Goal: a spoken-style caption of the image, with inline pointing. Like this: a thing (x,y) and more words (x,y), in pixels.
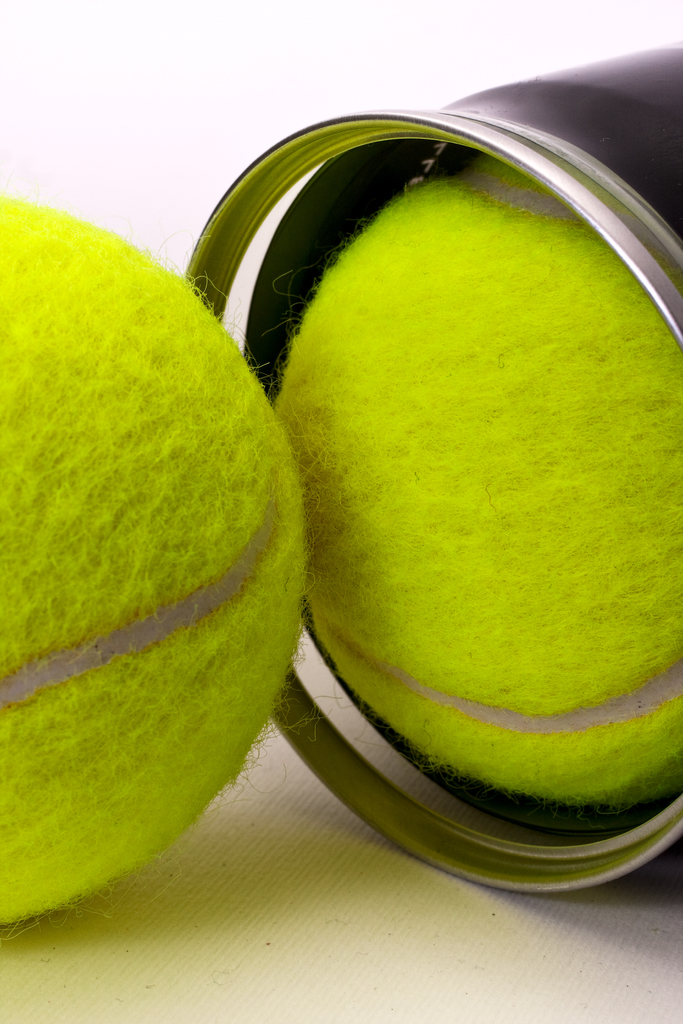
In the image on the white surface (267,755) there is a tennis ball (146,699) on the left side (134,715). And on the right side of the image (519,269) there is a bottle (641,147) with another tennis ball (515,698).
